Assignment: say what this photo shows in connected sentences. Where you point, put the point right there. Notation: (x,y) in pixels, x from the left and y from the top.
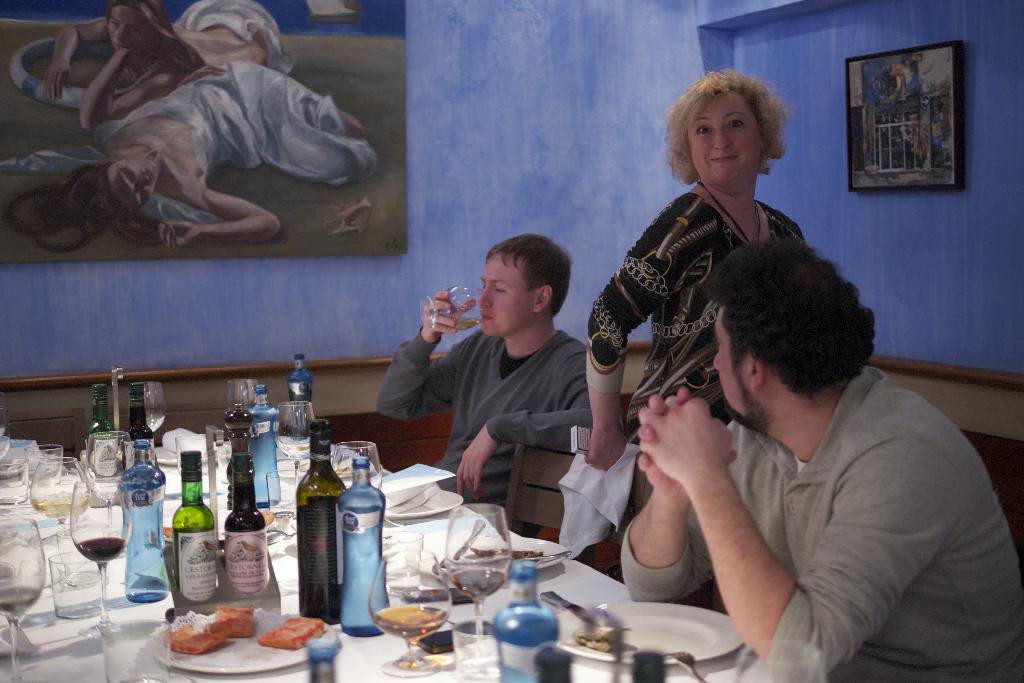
There are three members (505,348) in this picture. Two of them were sitting in the chairs (520,508), in front of a table (102,642) on which drink bottles (179,522), water bottles (137,525), glasses (97,536) and some food items (217,633) were placed on it. There is a woman (678,246) standing and smiling. In the background (237,177) there is a photograph (220,147) which is attached to the wall (496,128) here.
